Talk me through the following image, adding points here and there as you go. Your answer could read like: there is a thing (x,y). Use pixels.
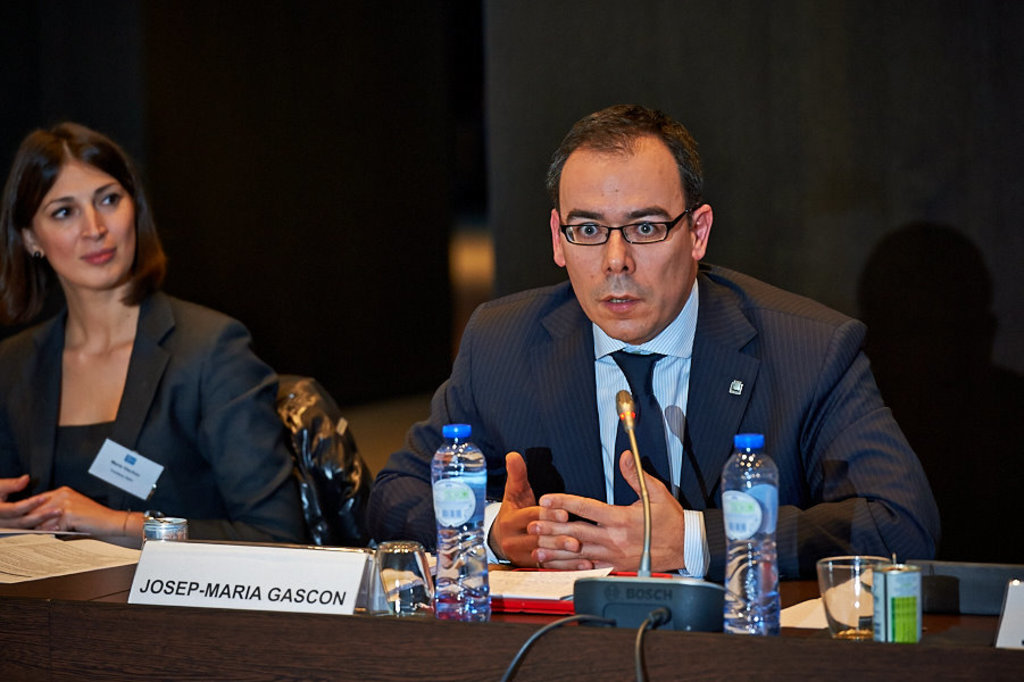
In this image in front (56,510) there are two persons (54,409) sitting on the chair (308,450). In front of them there is a table (427,638) and on top of the table (123,599) there are two water bottles (727,597), name board (300,599), papers (101,565), glass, mic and a few other objects (902,600). On the backside (499,269) there is a black wall (567,69).
